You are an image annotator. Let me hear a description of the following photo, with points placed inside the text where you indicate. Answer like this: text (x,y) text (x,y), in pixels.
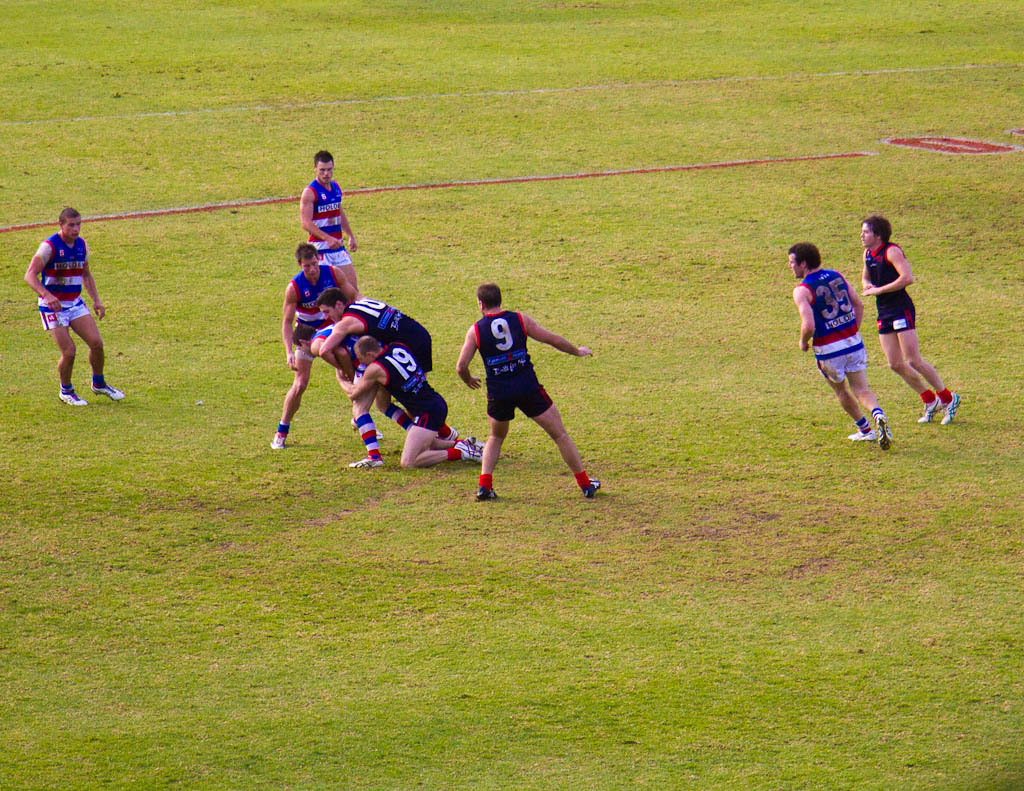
In this image in the center (423,304) there are persons (345,294) playing and there's grass (497,598) on the ground (351,593).
